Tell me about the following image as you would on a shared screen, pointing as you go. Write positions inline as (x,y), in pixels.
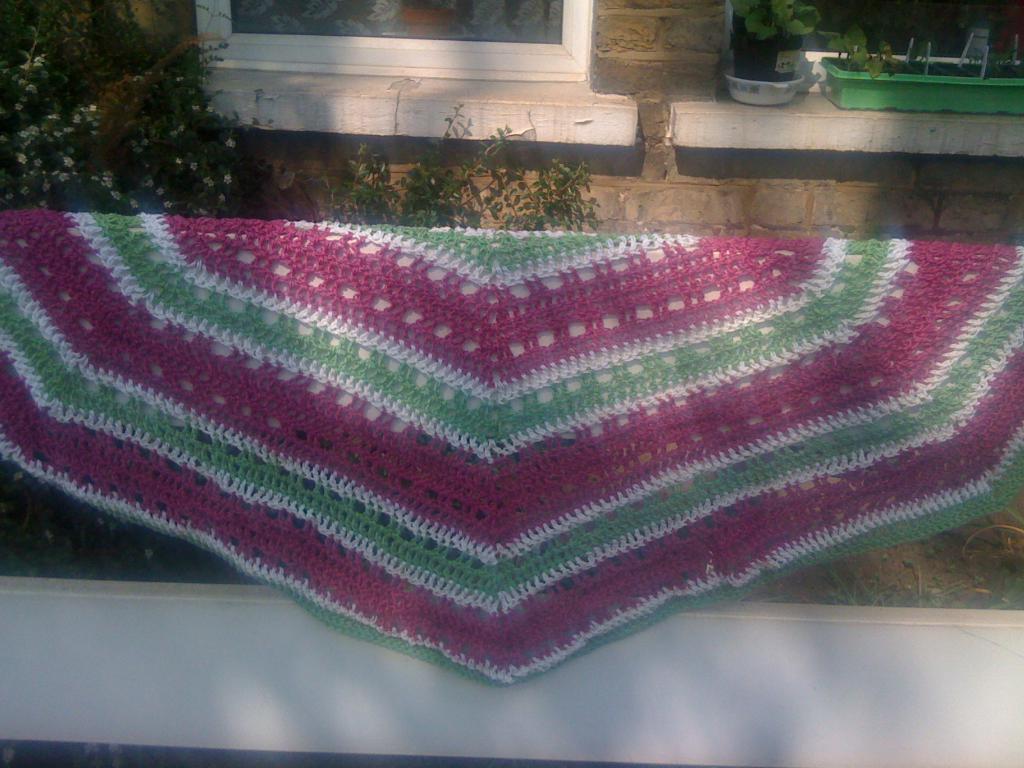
In this picture there is a cloth (418,328) on the rod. At the back (76,201) there are plants (6,554). There is a window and there are spots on the wall (939,190) and there are plants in the pots (915,76). At the bottom (258,696) it looks like a wall (851,635).
